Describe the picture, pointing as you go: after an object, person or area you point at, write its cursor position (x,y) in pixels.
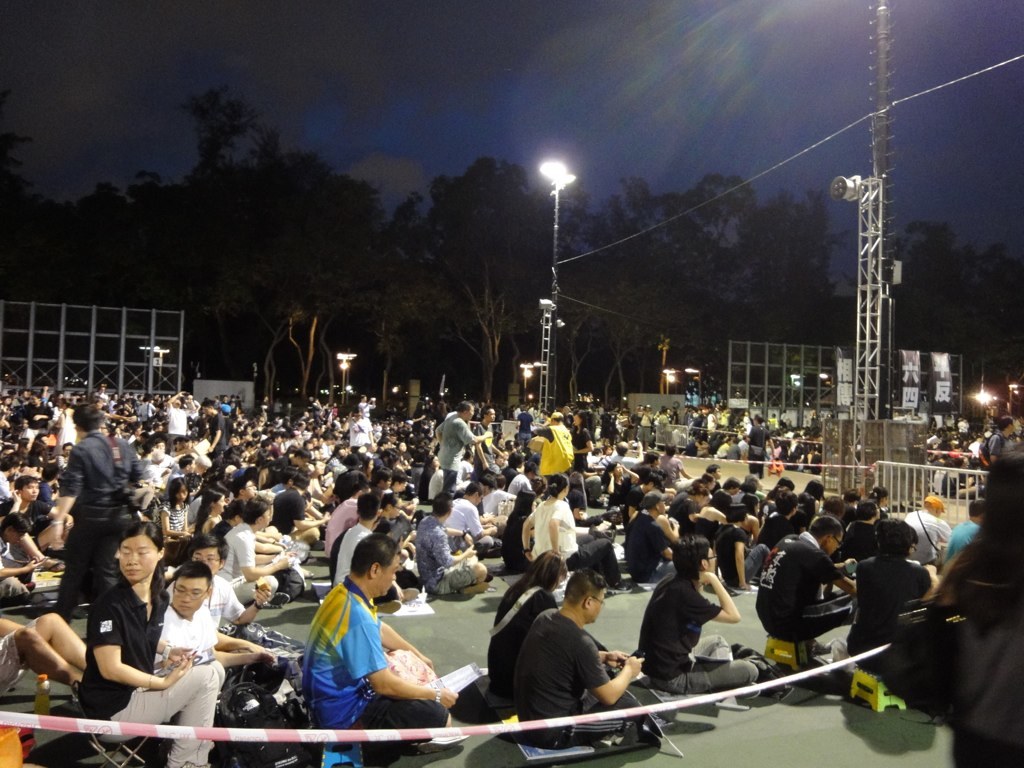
In the foreground of this picture (675,681), there are person (332,706) sitting on the ground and few are on stools (803,647). On the bottom side of the image (152,735), there is a rope (188,737). In the background (490,513), there is a crowd (358,410), poles (161,348), trees (170,321), cables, and the sky (497,39).
